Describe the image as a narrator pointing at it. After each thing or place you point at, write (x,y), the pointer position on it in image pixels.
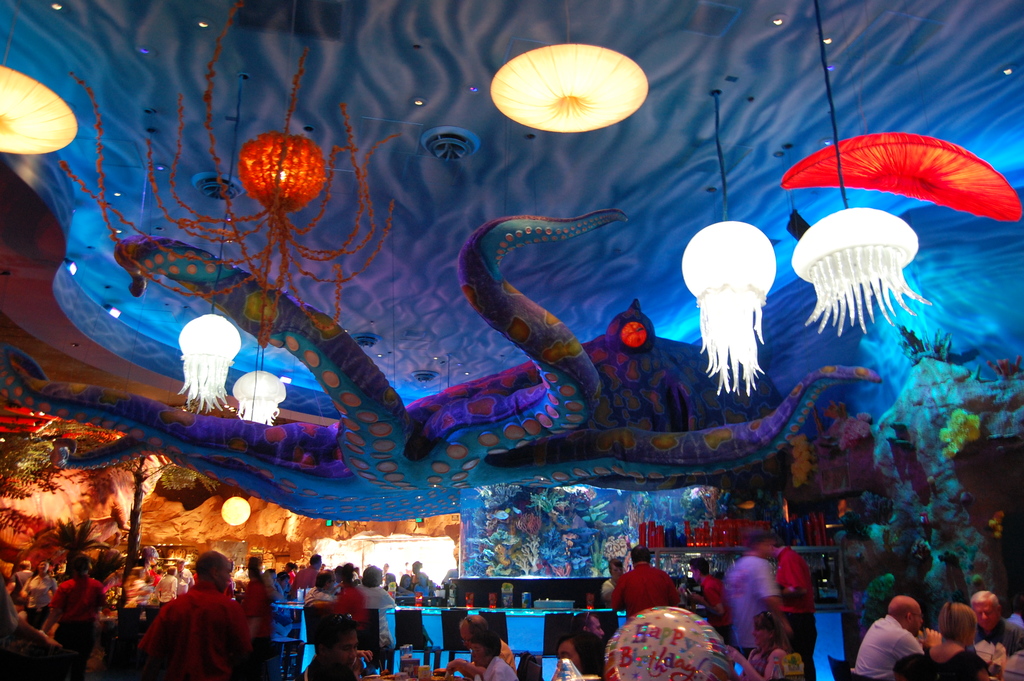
At the bottom of the image (343,586) we can see a table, chairs (454,621) and some people (958,613) are sitting on the chairs (492,621) and some of them are standing. On the table (541,644) we can see the bottles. In the background of the image (140,333) we can see the decorative lights (739,250), roof (612,243).
